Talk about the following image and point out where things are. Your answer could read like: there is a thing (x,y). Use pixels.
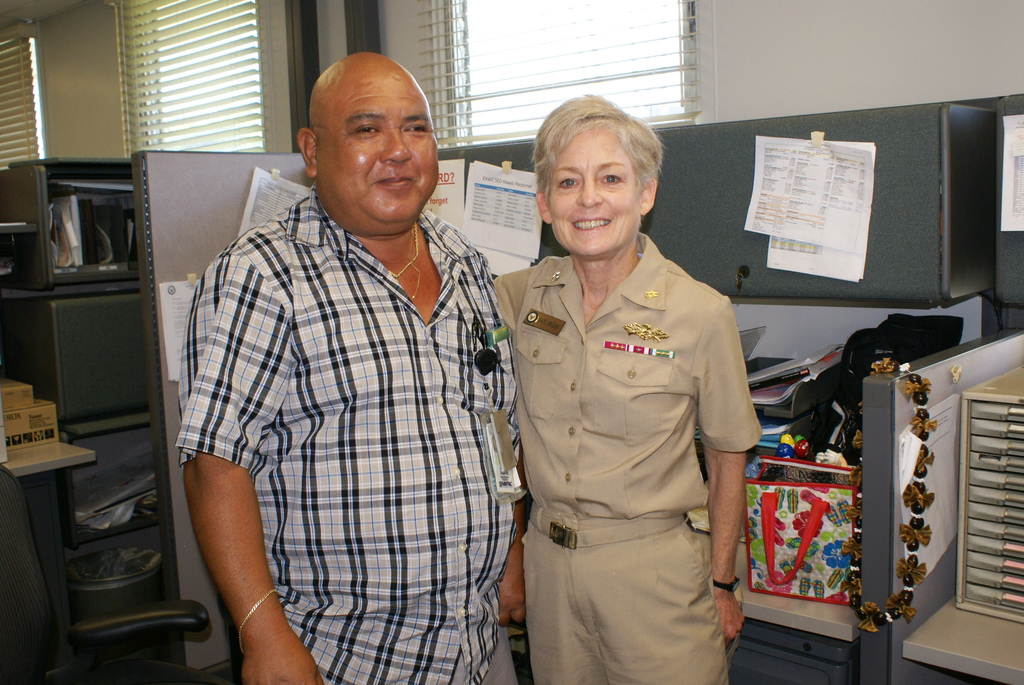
In this image we can see a man (524,520) and woman (651,600) is standing. Man (410,491) is wearing shirt (455,413) and the woman (687,504) is wearing uniform (611,625). Left side of the image (74,411) one cupboard (46,219) and black color chair (53,651) is there. Right side of the image (986,641), on table (826,609) things (814,384) are there. Background of the image (190,109) window (188,92) is present.
